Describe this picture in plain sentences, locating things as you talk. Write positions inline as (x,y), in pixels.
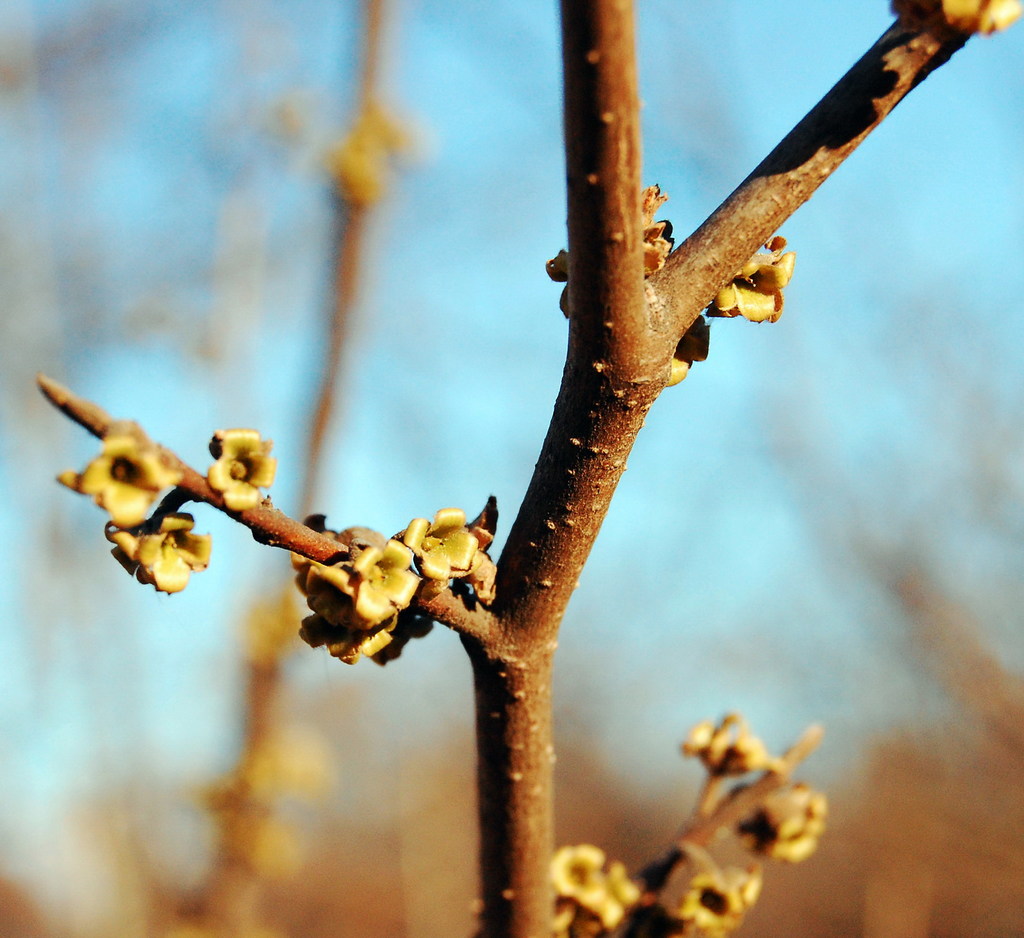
In this image I can see a branch (746,247), I can also see few flowers (332,592), at the back (453,62) sky (409,281) is in blue color.
